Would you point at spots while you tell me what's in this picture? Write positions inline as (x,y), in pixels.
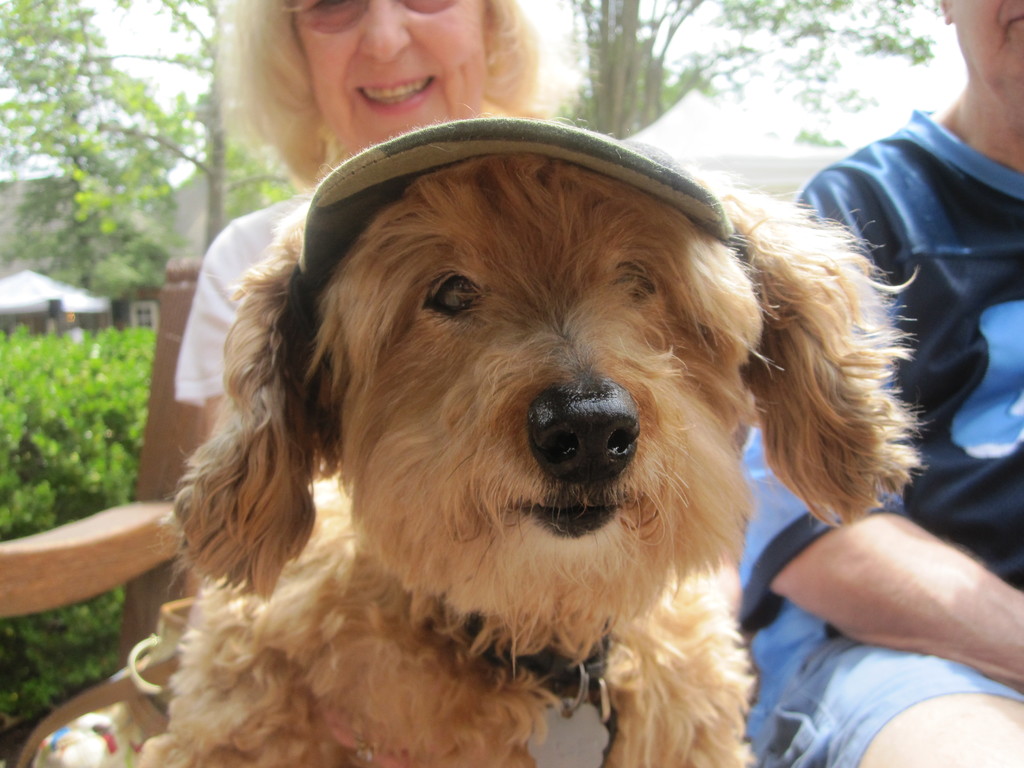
In this image we can see a dog (666,301). In the background of the image (931,318) there are people (334,133) and trees (225,161).
